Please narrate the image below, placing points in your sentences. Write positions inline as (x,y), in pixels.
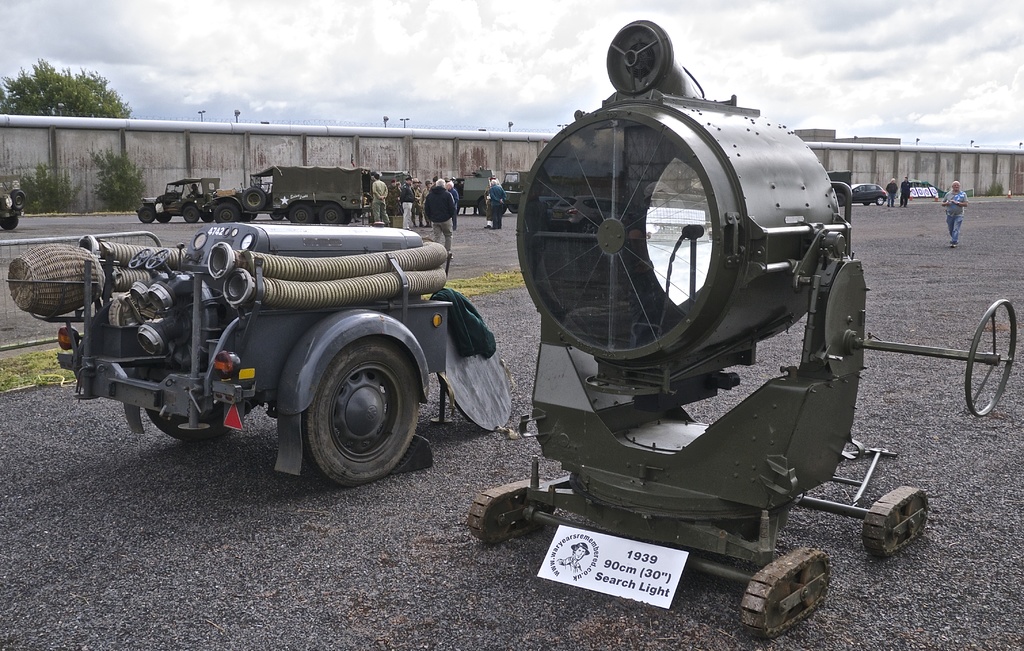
This is an outside view. Here I can see a machine (601,322) and a trolley (304,395) on the road (404,491). In the background (407,181) there are many vehicles (256,195) and also many people (436,197) are standing on the road (491,249). In the background (865,152) there is a wall (324,142). Behind the wall (385,138) there are few light poles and buildings (812,137). On the left side (62,98) there are trees (41,91). At the top of the image (248,38) I can see the sky (342,45) and clouds (835,29).
